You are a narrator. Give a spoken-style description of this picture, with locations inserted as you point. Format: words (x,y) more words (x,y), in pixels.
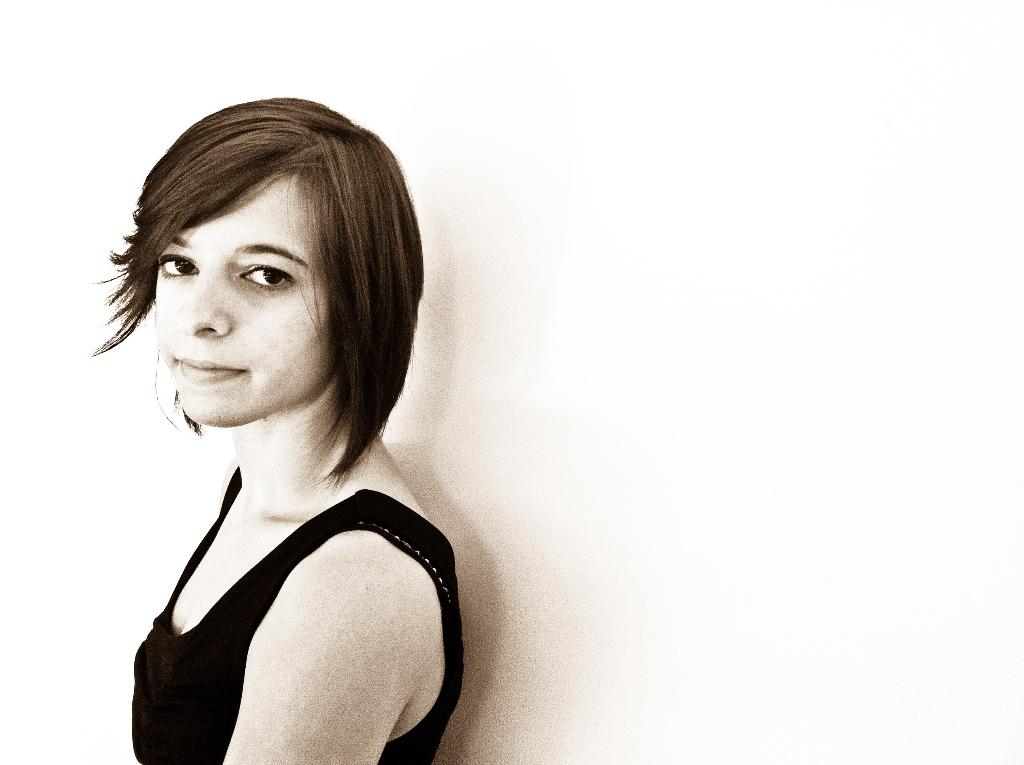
On the left of this picture (308,647) we can see a person (355,578) wearing black color dress (149,716) and seems to be standing. The background of the image (759,317) is white in color.
